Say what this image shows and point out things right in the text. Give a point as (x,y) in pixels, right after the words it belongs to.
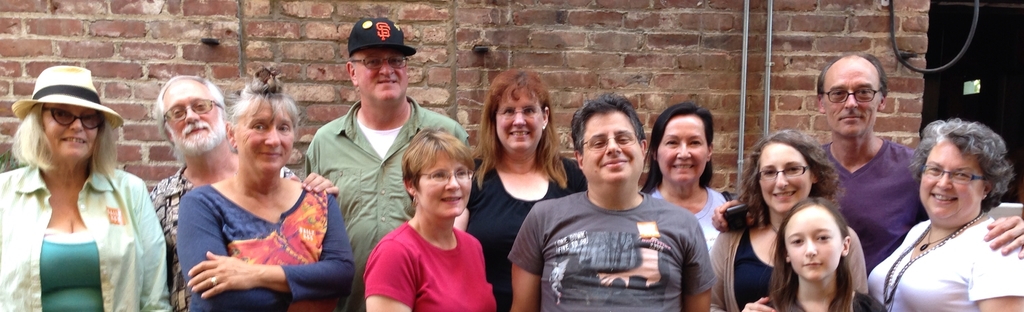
In this image I can see number of people (707,171) are standing and I can also see smile on their faces (198,122). I can see most of them are wearing specs (929,172) and on the left side (74,125) I can see two of them are wearing caps (355,36). In the background (625,60) I can see the wall (664,43) and on it I can see two iron pipes (767,37). On the top right side of the image (980,54) I can see a black colour thing (986,41).
